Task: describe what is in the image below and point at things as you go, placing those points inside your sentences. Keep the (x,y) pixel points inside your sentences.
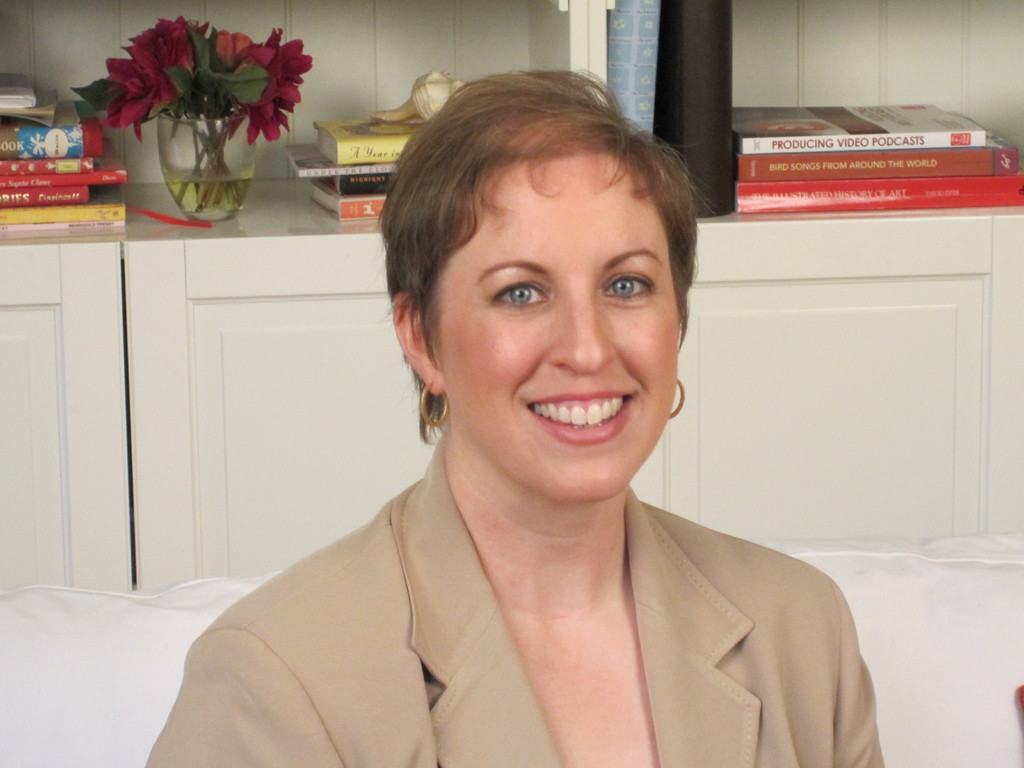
In this image I can see a woman (279,684) in the front (436,335) and I can see she is wearing a jacket (471,654). I can also see smile (553,432) on her face (621,407). In the background (173,115) I can see number of books (10,127) and few flowers (269,91) in a glass (177,159). I can also see a white color thing (454,87) in the background (345,106).
